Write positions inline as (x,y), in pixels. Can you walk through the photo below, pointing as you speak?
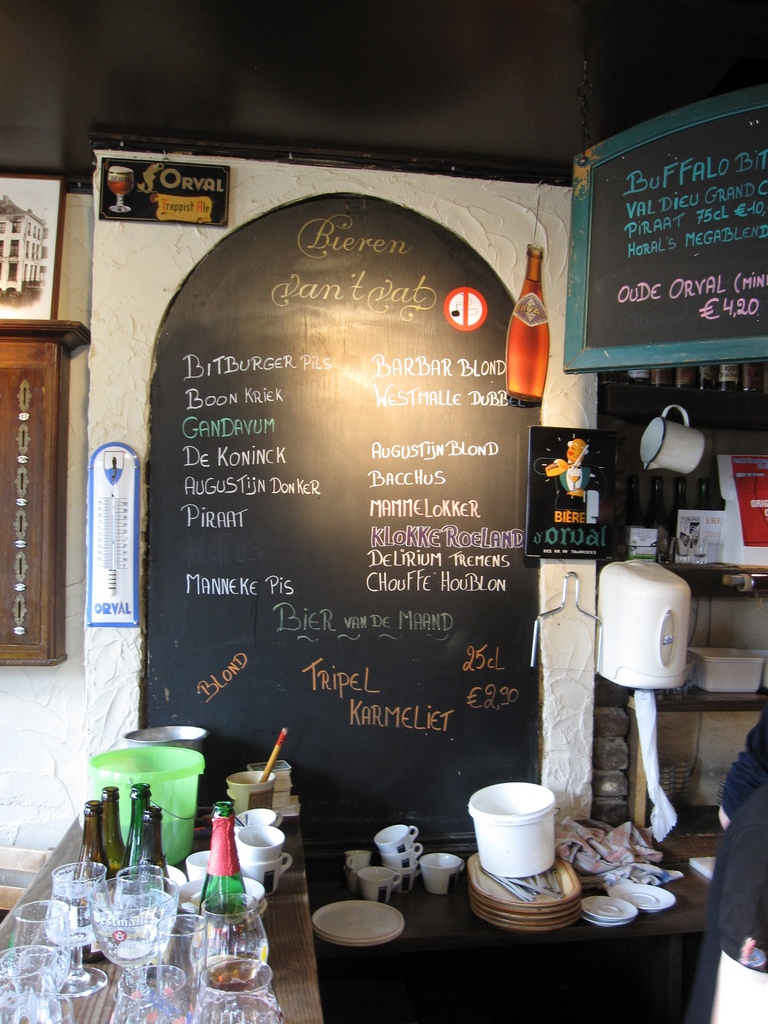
In the foreground of the image (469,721), there is a board (405,661) on which names (449,571) are written. In the bottom of the image (200,964), there is a table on which glasses (211,965), liquor bottles (217,873), tea cups (268,852), mug (255,787) and a paint brush (265,782) is kept. In the right side of the image (676,460), there are cups (687,455) hanged on the wall (723,436). In the background of the image (15,16) top, there is a wall (39,16) which is black in color. It looks as if the image is taken inside the liquor shop (291,580).
